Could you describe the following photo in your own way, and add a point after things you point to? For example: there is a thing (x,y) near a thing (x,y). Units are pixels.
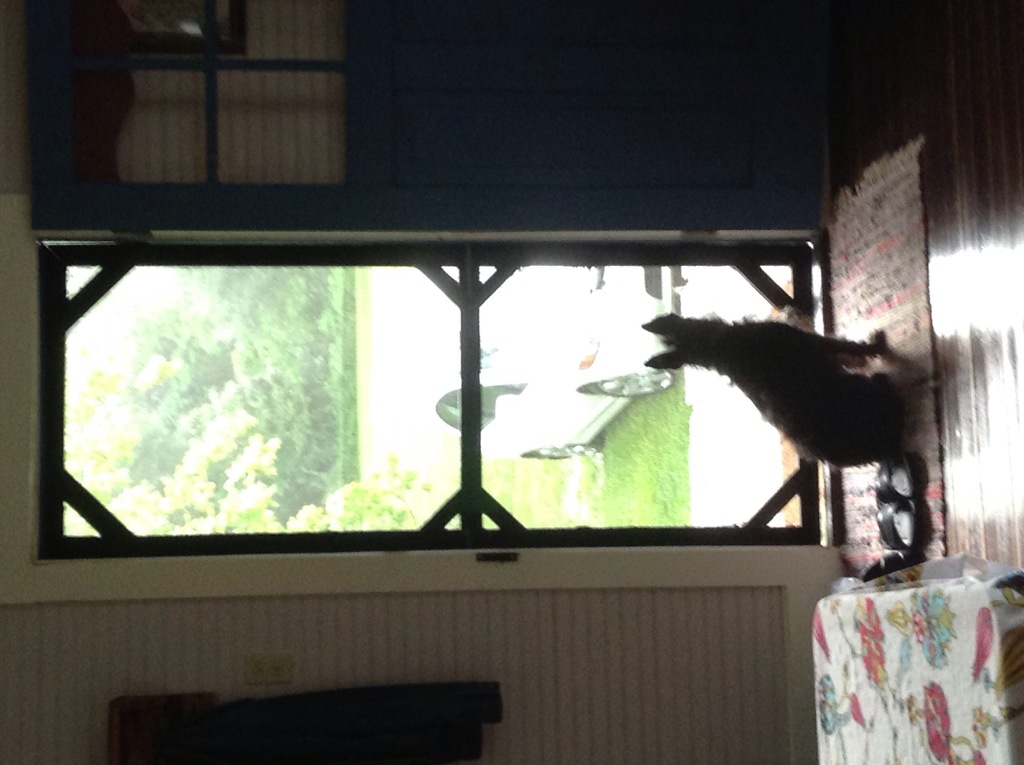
On the right side of the image (919,374) there is a floor (966,182) with doormat (860,497). On the doormat (865,480) there is a dog (781,421) and there are footwear (898,484). In front of the dog (864,430) there is a glass door (251,451). At the bottom of the image (376,666) there is a wall (531,644) with hanger (165,703) and clothes (316,727) are hanging on it. At the top of the image (88,60) there is a wall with windows (246,42). In the bottom right corner of the image (916,620) there is a cloth (907,617). Behind the door (461,408) there is a car (590,411) on the ground (600,479) and also there are trees (262,390).
